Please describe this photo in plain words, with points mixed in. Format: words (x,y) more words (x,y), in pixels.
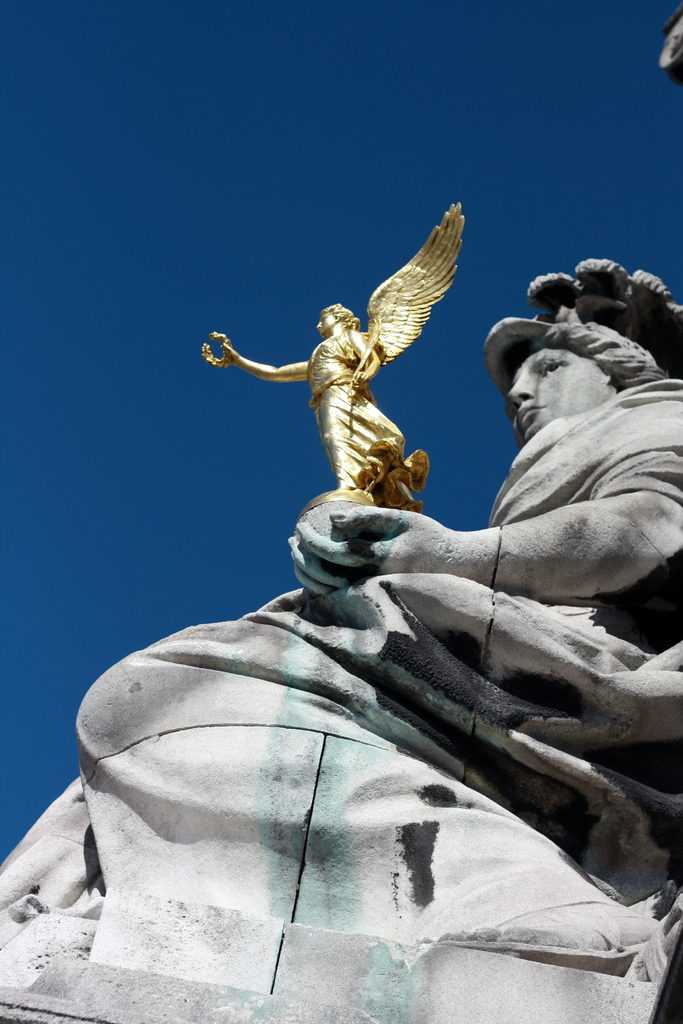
As we can see in the image there are statues (320,559) and sky (162,357).
